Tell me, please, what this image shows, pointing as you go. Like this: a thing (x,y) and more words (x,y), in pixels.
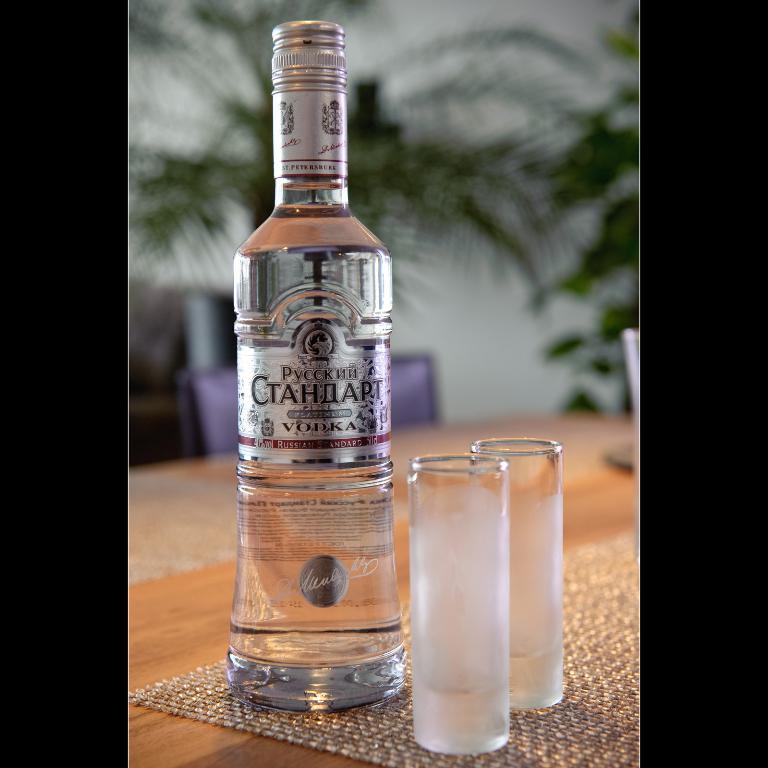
In the middle (355,467) there is a bottle (328,274) and there are some glasses (490,591) kept on the yellow color table (207,607), In the background (494,166) there are some green plants (485,183).
